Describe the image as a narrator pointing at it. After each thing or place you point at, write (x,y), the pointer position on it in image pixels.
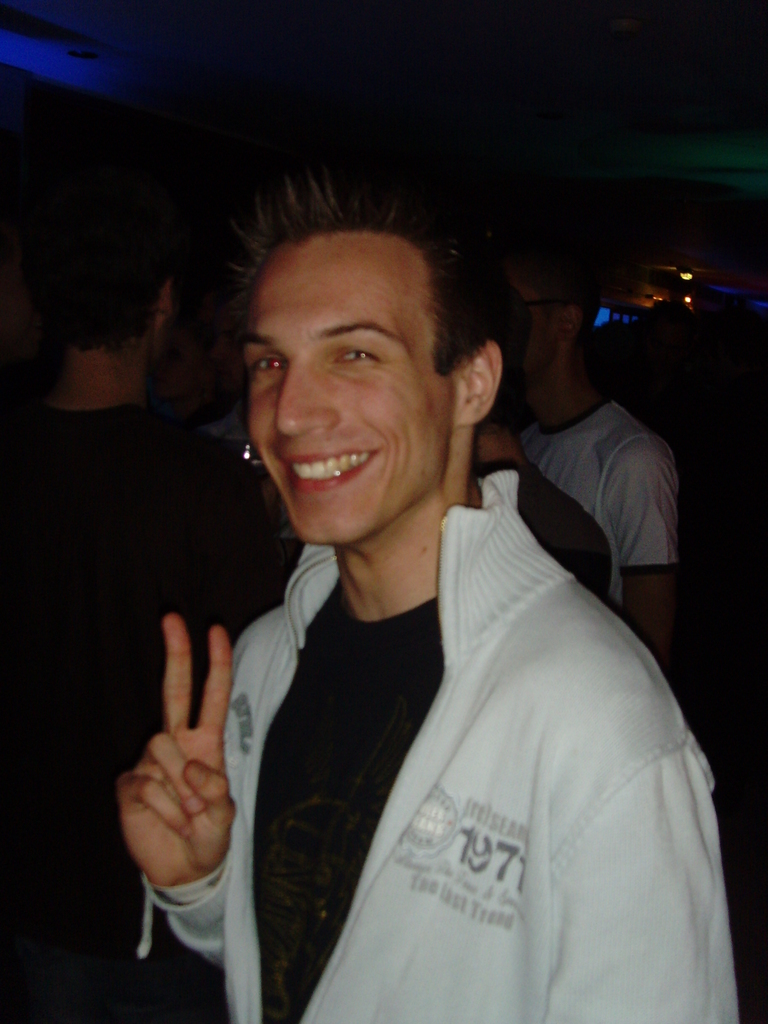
In this picture we can see a man (548,1013) smiling and at the back of him we can see some people (82,395) standing, lights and in the background (665,296) it is dark.
